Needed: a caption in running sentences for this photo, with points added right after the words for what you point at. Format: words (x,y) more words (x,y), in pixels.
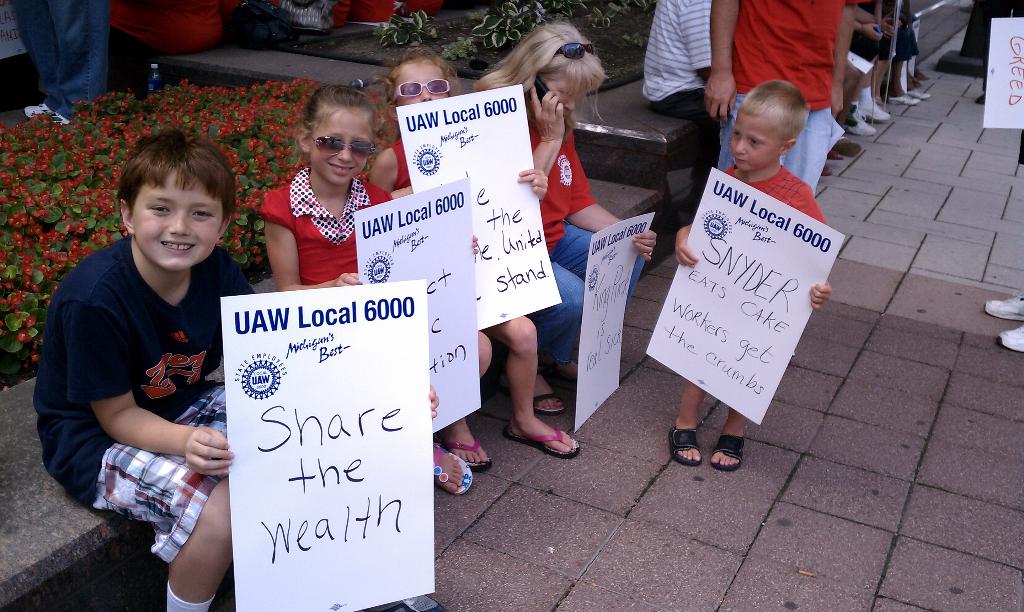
In this picture we can see a group of people (275,194) on the ground (853,489), some people (202,219) are sitting on the wall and some people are holding posters (472,398) and in the background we can see plants (260,203), bottle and some objects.
